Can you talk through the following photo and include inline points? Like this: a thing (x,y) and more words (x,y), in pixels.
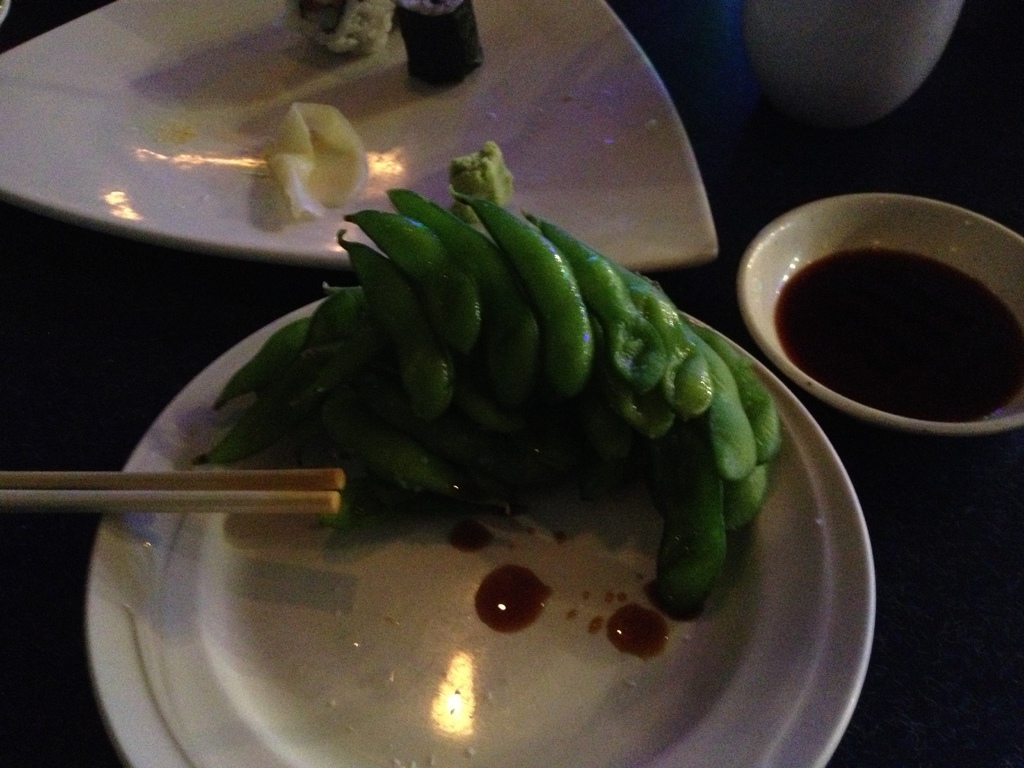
In this image I can see food (589,358) in the plate (462,595), the food (468,454) is in green color, plate (374,563) is in white color. I can also see two sticks (226,480), at right (974,336) I can see a bowl (1012,332) in white color.
